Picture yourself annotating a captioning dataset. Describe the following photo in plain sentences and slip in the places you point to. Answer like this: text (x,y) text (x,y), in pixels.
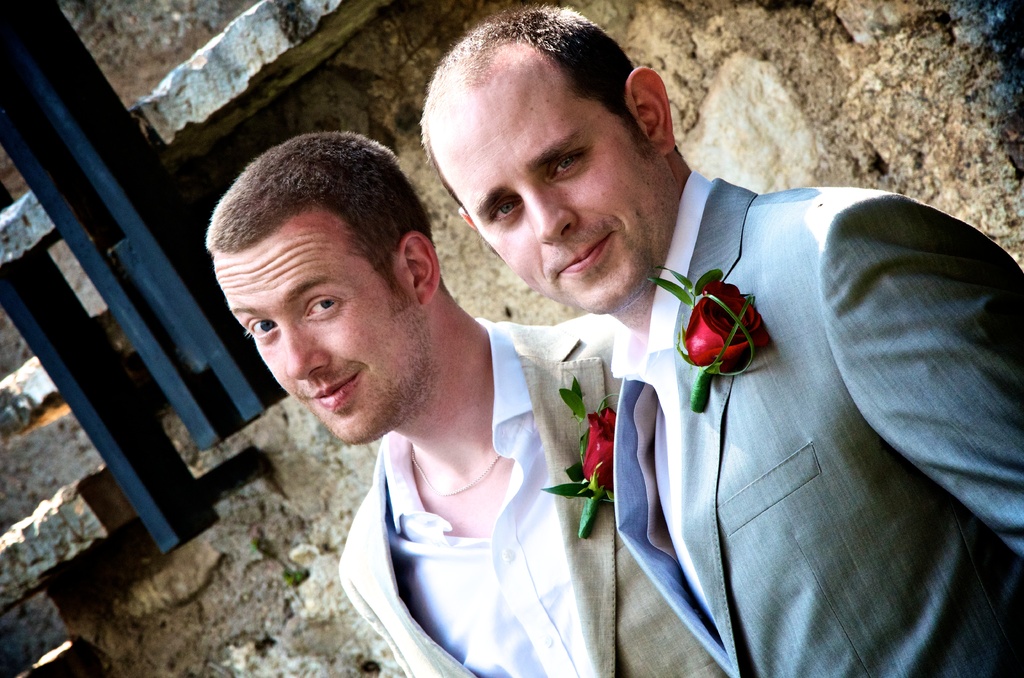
In this image we can see there are two persons (390,240) standing and there are roses (599,454) to the blazers (716,511). And at the back (885,119) we can see the pole (182,492) and the wall (120,509).
